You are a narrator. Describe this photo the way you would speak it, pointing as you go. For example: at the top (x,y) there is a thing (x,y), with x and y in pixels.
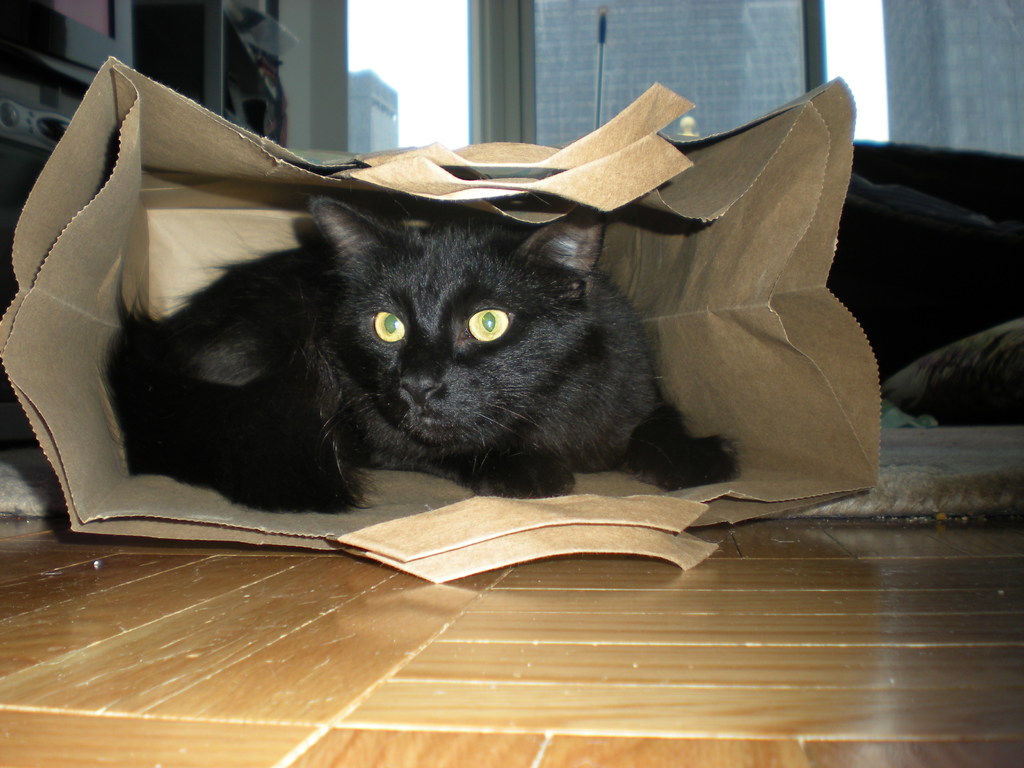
In this image we can see the black color cat (387,353) inside the paper cover (604,552). We can also see the mat (956,447), floor (826,586) and also glass windows (732,65) and through the glass windows (863,69) we can see the windows (391,110) and also the sky (861,119).
